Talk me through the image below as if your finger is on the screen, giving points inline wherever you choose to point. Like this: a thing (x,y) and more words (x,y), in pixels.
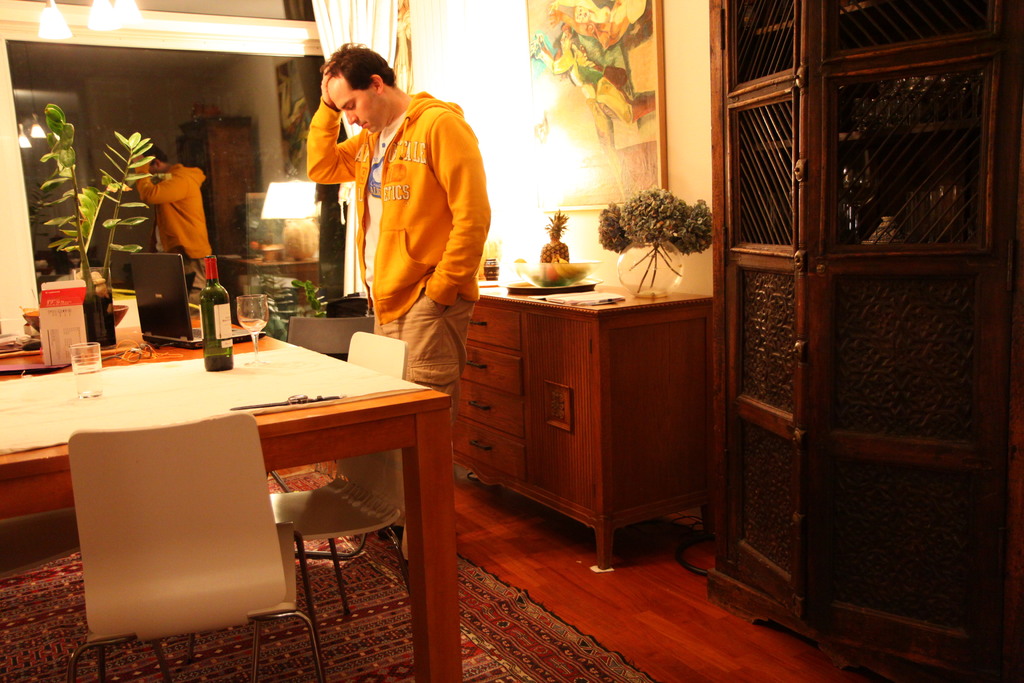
In this picture there is a man (432,344) and he has a table (17,456) in front of him the laptop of wine bottle (215,262) and glass (245,310).
